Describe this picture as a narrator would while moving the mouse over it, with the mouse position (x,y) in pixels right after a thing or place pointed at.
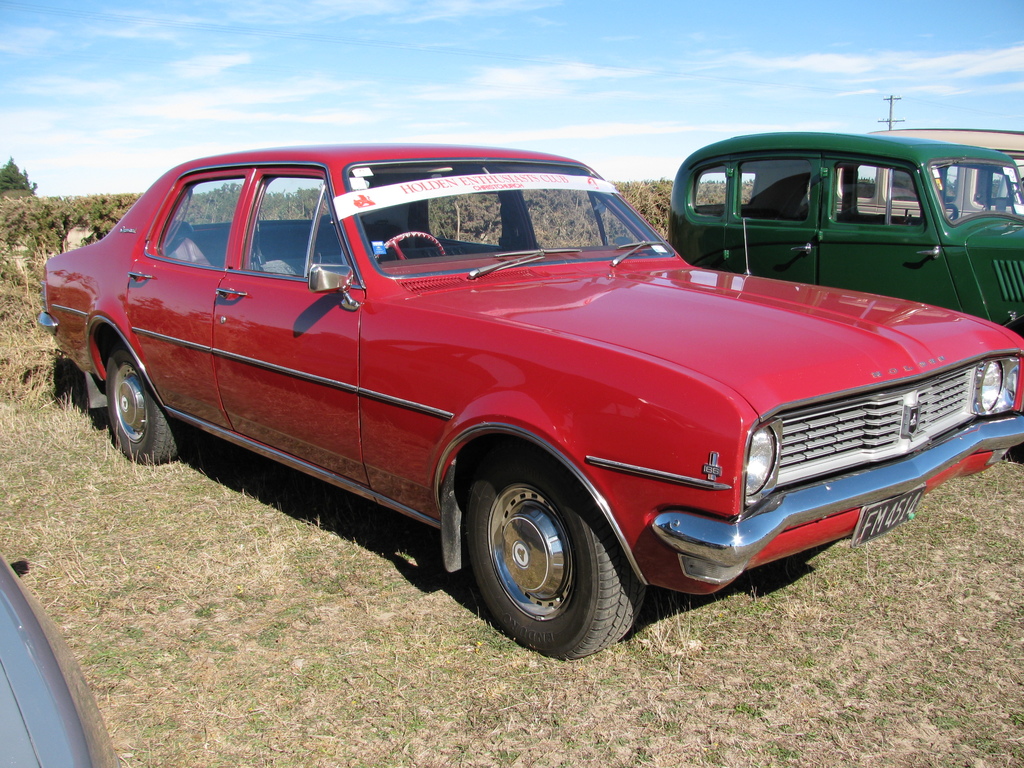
In this image I can see few vehicles (511,182) in different colors. I can see few trees (37,215), sky (539,85) and the grass (21,324).
